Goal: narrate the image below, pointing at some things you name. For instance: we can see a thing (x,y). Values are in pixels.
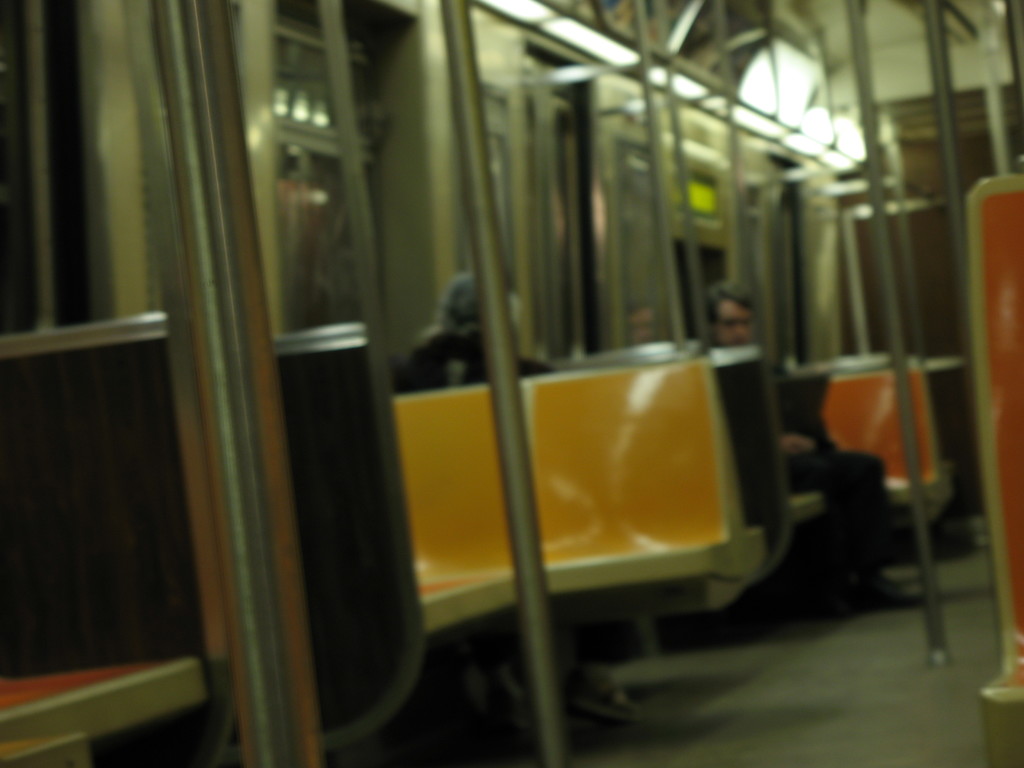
In this image, we can see the inside view of a vehicle (692,473). Here we can see few persons (811,444) are sitting. In this image, we can see seats (479,505), rods (290,568), glass objects (565,126), lights (817,135) and surface (842,718).
